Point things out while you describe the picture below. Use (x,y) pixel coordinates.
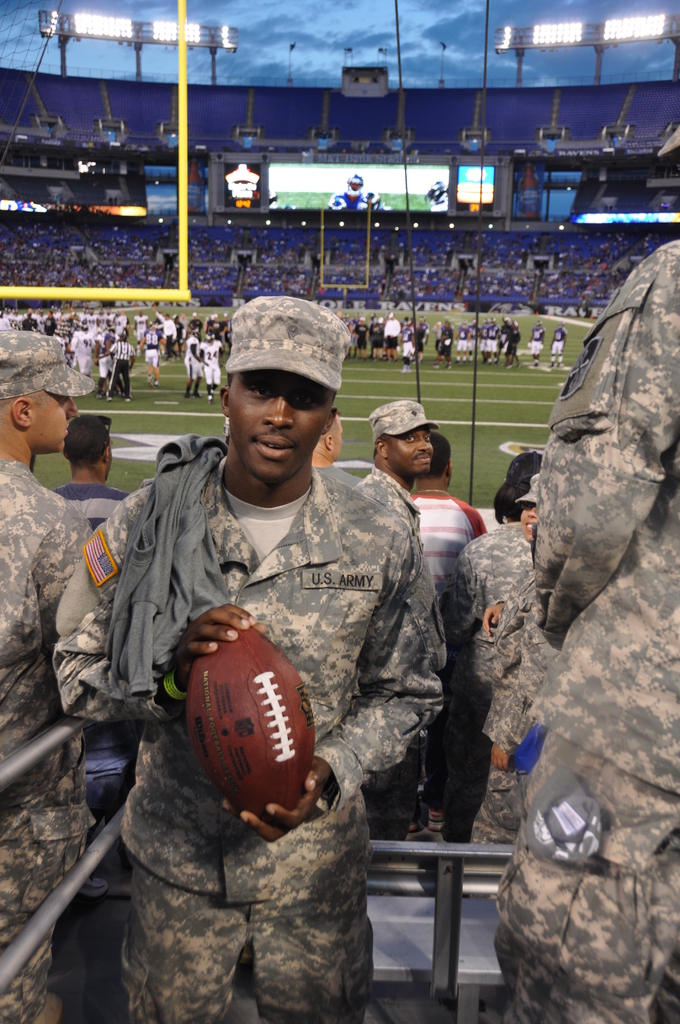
In front of the picture, we see a man (312,795) in the uniform (317,729) is standing. He is holding a football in his hand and he is posing for the photo. On the right side (566,770), we see the people (571,596) in the uniform (576,684) are standing. Behind him, we see a man (391,482) in the uniform (402,503) is posing for the photo. On the left side (4,555), we see a man (24,607) is standing. Beside him, we see a railing (78,871). In the middle (437,344), we see the people (84,339) are standing in the ground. In the background (285,258), we see the people (409,281) are sitting on the chairs (340,230). We see a screen (337,177) which is displaying the image of the man (350,184). Beside that, we see the board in blue color. In the background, we see the street lights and poles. At the top (431,59), we see the sky (312,63). This picture is clicked in the stadium (254,263).
